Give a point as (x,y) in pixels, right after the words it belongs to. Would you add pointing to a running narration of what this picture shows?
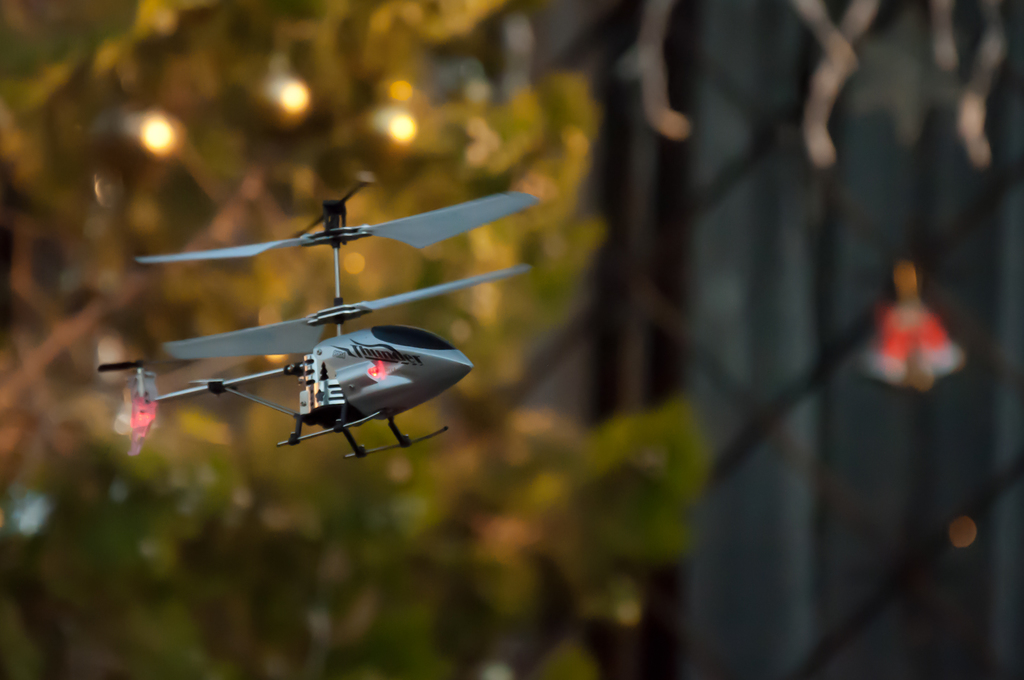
In this image in the center (384,333) there is one toy helicopter (315,375), and in the background (606,493) there are trees (534,386) and the background (654,448) is blurred.
